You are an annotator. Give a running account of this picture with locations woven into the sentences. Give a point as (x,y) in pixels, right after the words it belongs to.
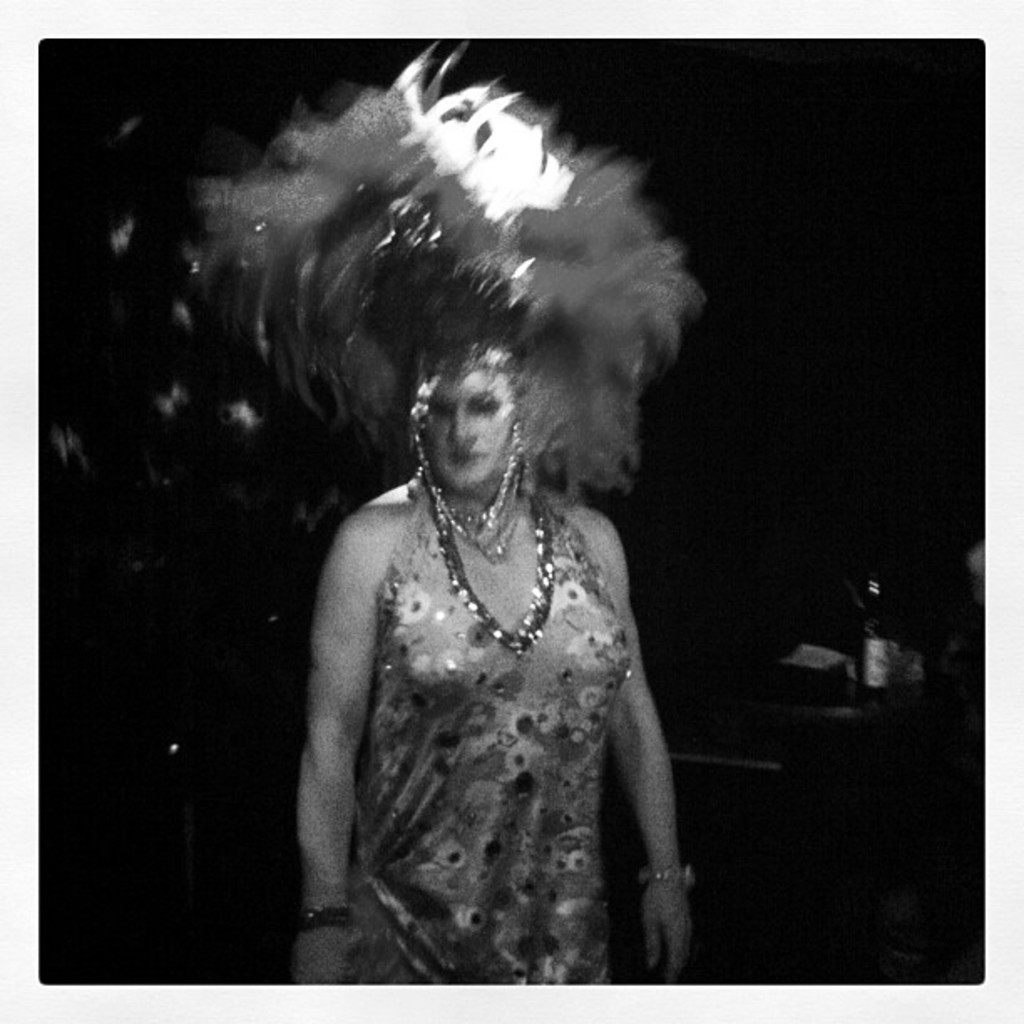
In this picture we can see a woman (476,898) is standing, on the right side (881,661) there is a bottle (880,647), we can see a dark background (804,159), it is a black and white image.
